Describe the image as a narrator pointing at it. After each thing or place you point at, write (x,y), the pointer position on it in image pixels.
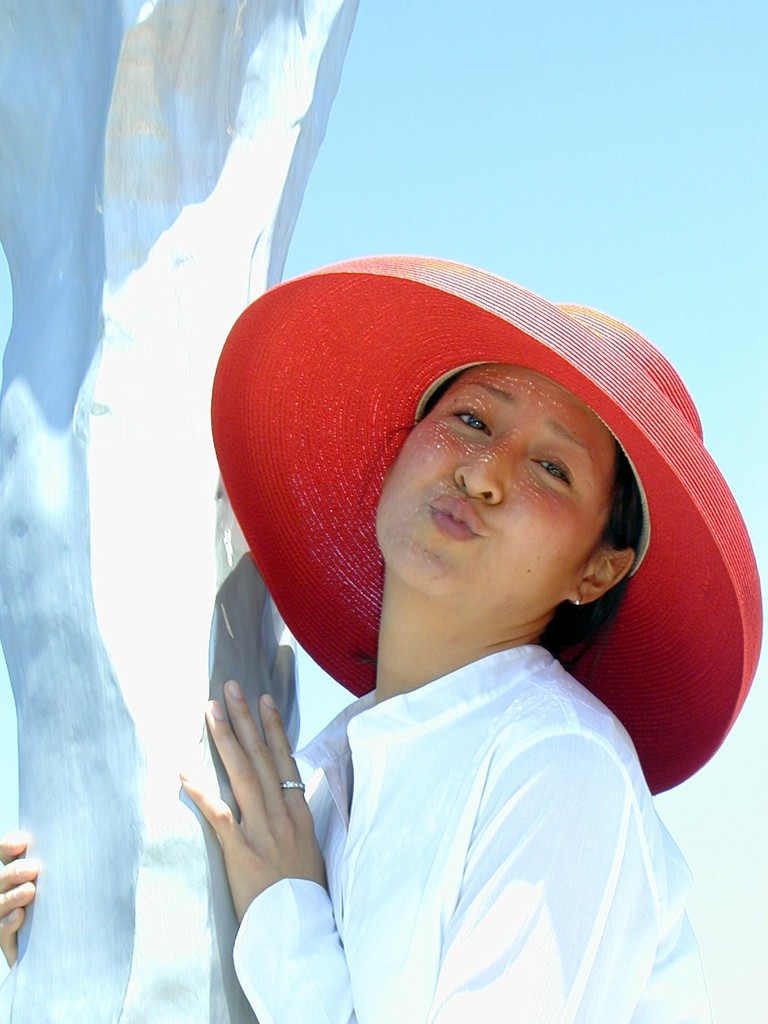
In this picture I can observe a woman (408,683). She is wearing white color dress (382,830) and a red color hat (392,360) on her head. In the background (499,200) there is sky (513,143).
